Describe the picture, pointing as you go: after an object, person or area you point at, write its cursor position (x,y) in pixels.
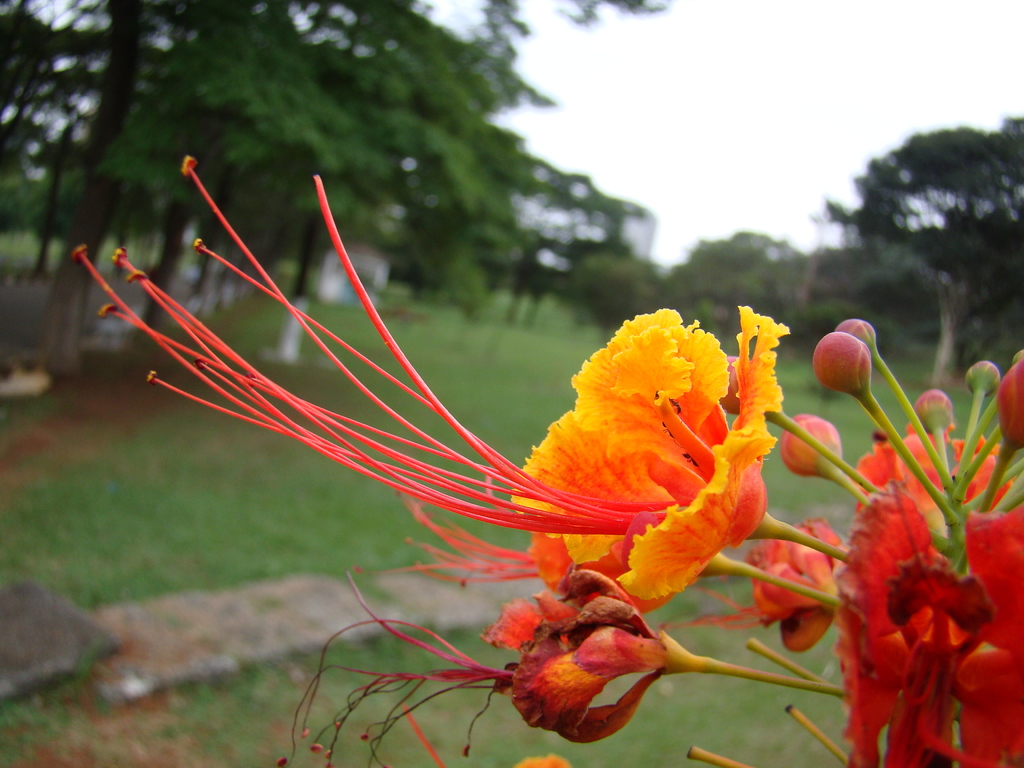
In this picture I can see the flower (682,482) and buds (1001,394) on the plant (897,508). in the background (553,247) I can see the house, trees (188,211), plants (885,338) and grass (369,370). In the top right (907,102) I can see the sky (697,59).
